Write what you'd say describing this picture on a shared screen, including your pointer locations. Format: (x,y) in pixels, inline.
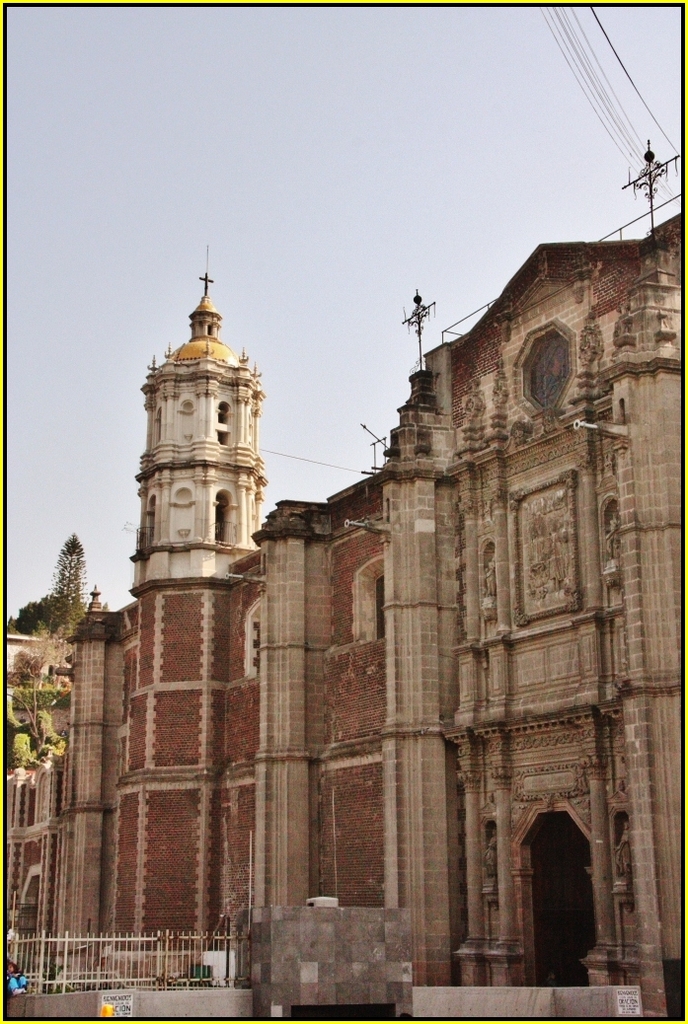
In this picture we can see a building (250,597) and on the building (143,694) there are poles (653,216) and cables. On the left side of the building (314,858) there are iron grilles (42,979) and trees (21,733). Behind the building (260,635) there is the sky (278,161).
